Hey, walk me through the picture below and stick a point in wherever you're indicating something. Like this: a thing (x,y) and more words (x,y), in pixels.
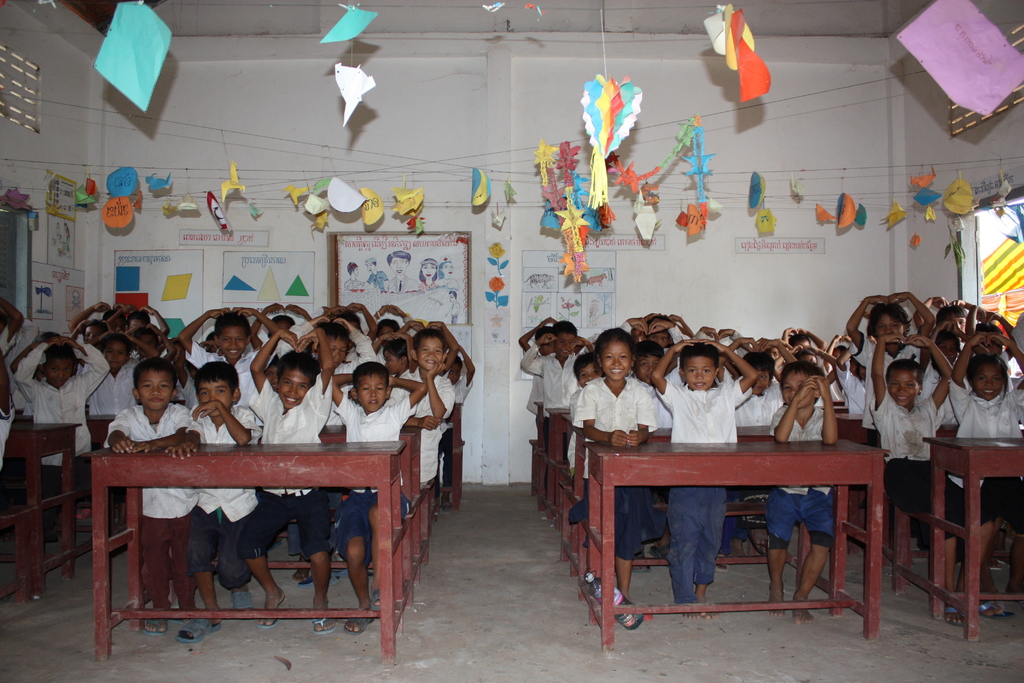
In this room (329,449) we can see kids (189,408) sitting on the benches (72,472) and majority of them are standing on the floor (2,602) and put their two hands (167,342) on the head (123,343). In the background (450,259) there are charts (231,252) on the wall (36,182), decorative papers (110,203) and a door (19,227).
